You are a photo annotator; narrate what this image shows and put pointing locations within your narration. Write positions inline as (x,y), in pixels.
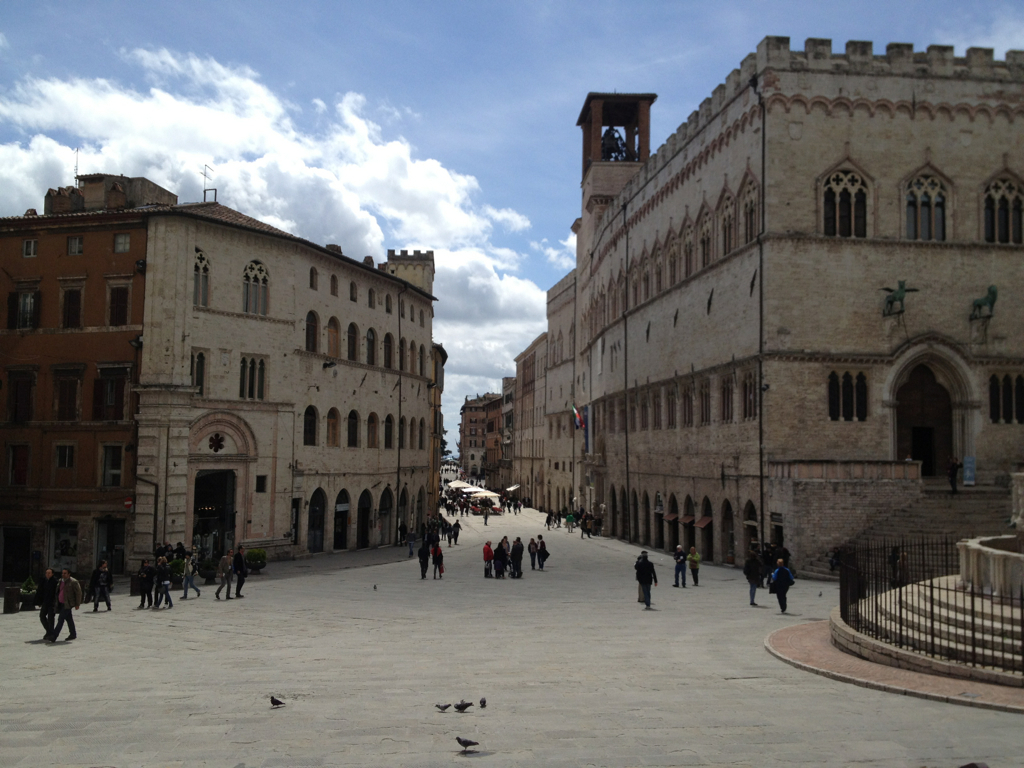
In this image we can see the buildings (359,430) on the left side (208,316) and the right side (694,403) as well. Here we can see a group of people (502,547) walking on the road (522,685). Here we can see the birds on the road (526,664). Here we can see the antenna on the top of the building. Here we can see the tents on the road (725,674). Here we can see the metal fence (923,551) on the right side (946,590). This is a sky (447,160) with clouds (169,100).
